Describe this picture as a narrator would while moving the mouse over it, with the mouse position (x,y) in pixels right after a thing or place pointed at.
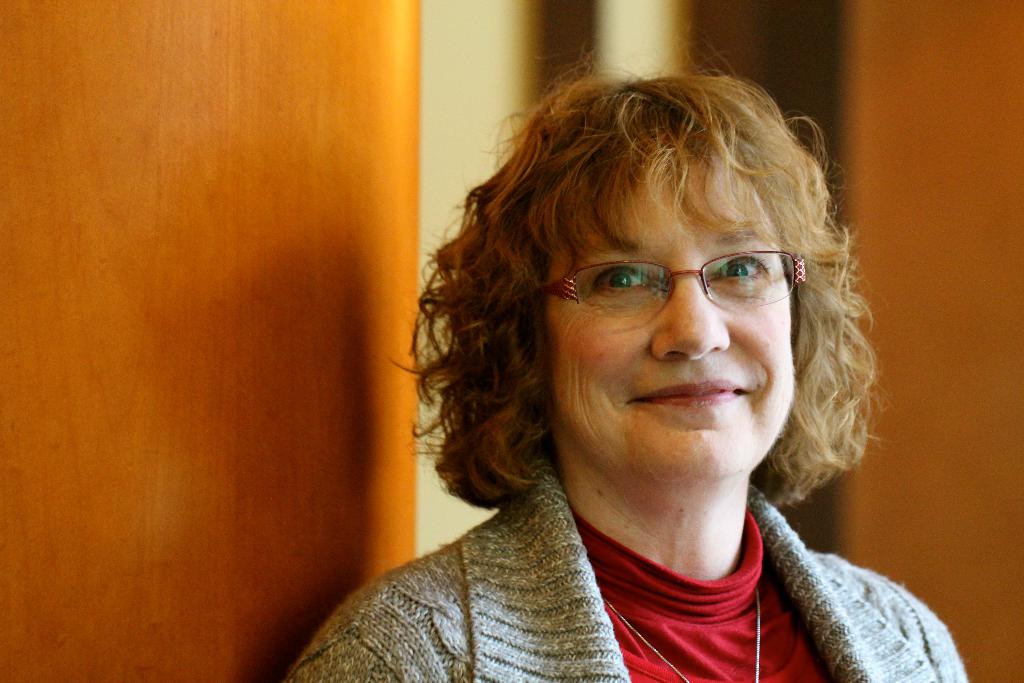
In this picture I can see a woman (678,678) she wore spectacles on her face (740,314) and she wore a coat (808,565) and I can see a door (273,292) on the left side (264,94).
